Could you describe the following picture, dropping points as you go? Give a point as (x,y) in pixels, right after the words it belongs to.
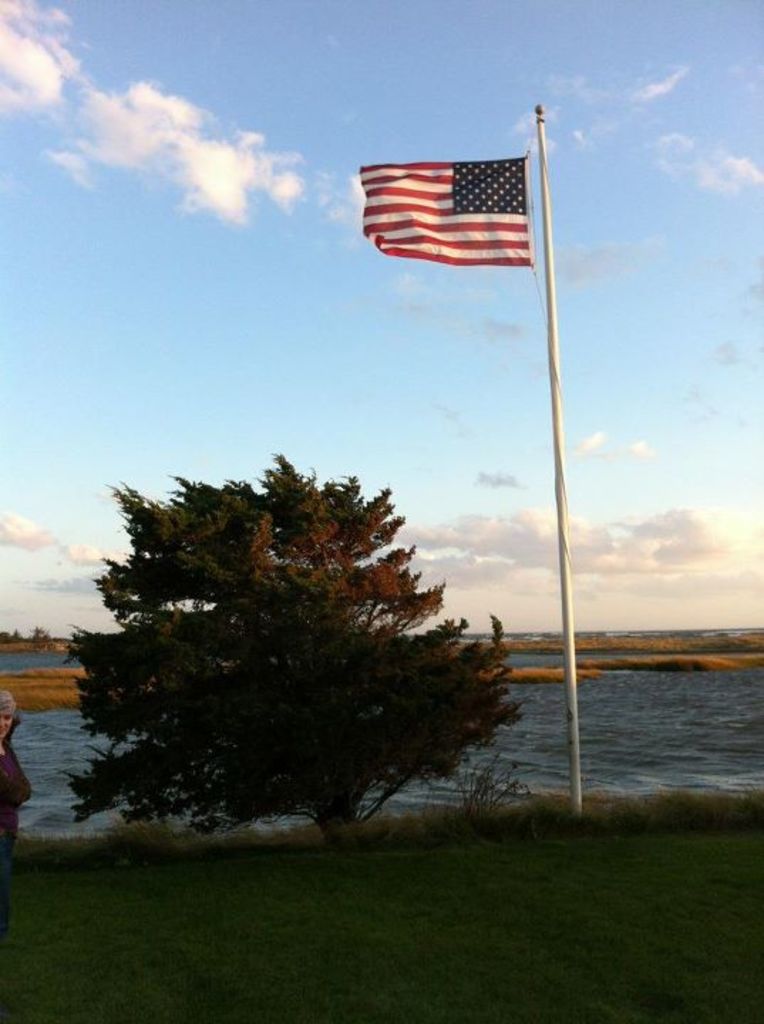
On the left side of the image (6,777) we can see a person (1,710) is standing on the grass (257,898), in the background (259,740) we can find few trees (248,711), flag (476,191) and a flag pole (548,254), and also we can see water (639,698) and clouds (623,548).
